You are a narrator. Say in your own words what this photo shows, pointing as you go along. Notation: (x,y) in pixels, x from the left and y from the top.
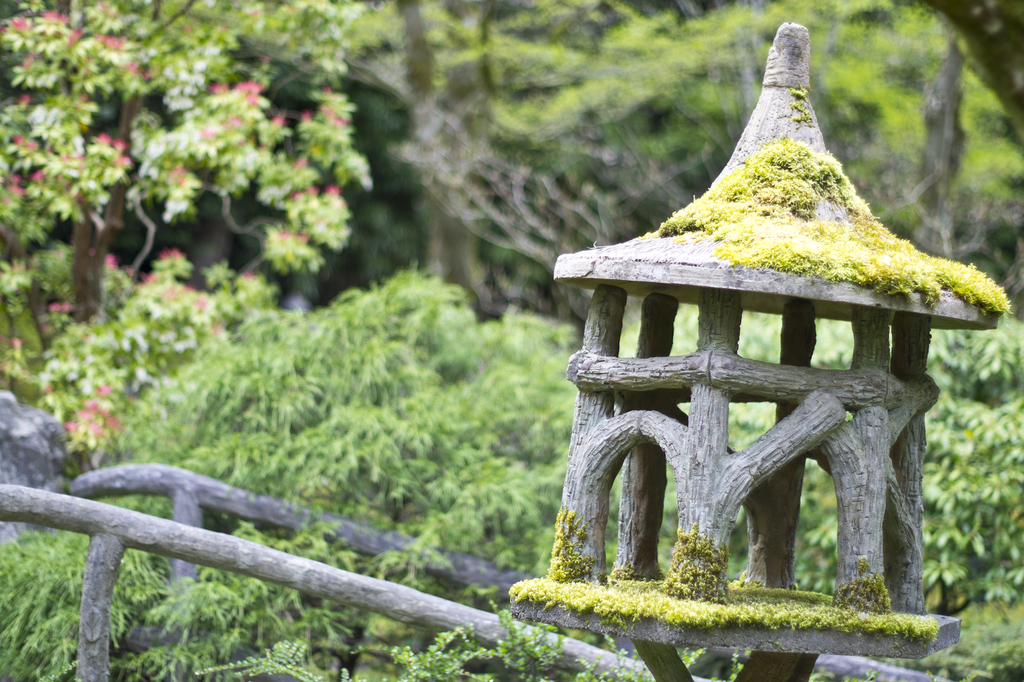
In the image we can see small house (643,419) made with wooden blocks (640,393). Here we can see plants (380,441), trees (321,211) and the background (567,88) is slightly blurred.
